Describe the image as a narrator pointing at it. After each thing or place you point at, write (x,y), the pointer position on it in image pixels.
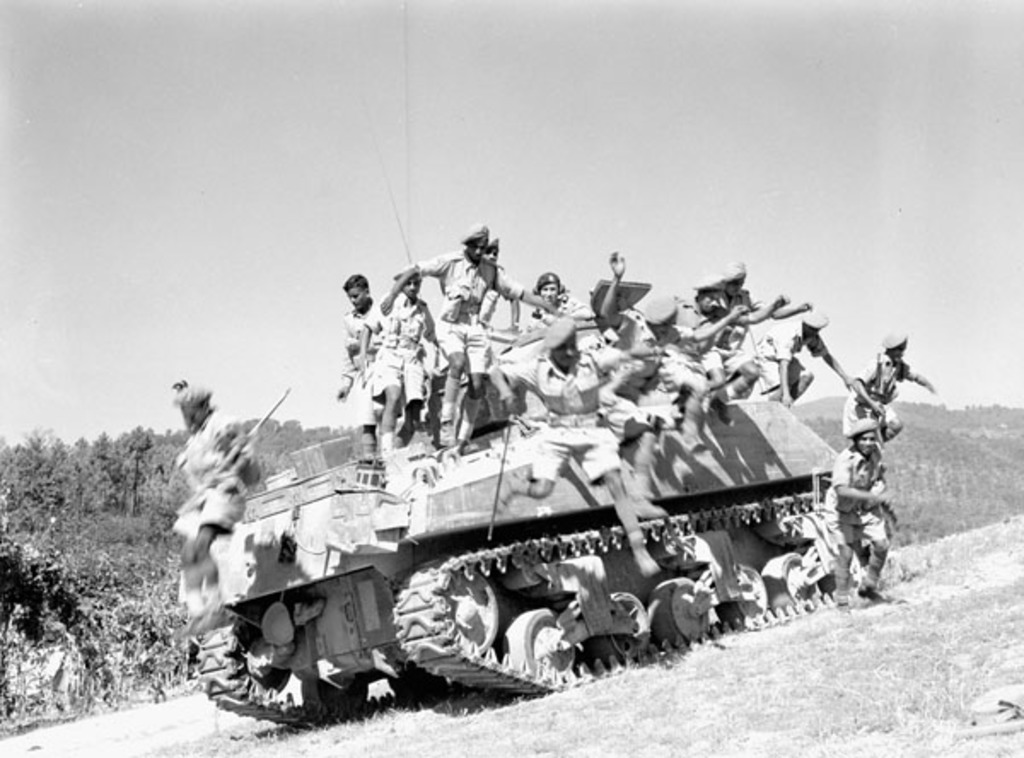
In this picture there is a black and white photography. In the front (438,504) there is a military tank (471,657) with many soldiers (573,345) Jumping from the top. Behind there are some trees (57,577).
